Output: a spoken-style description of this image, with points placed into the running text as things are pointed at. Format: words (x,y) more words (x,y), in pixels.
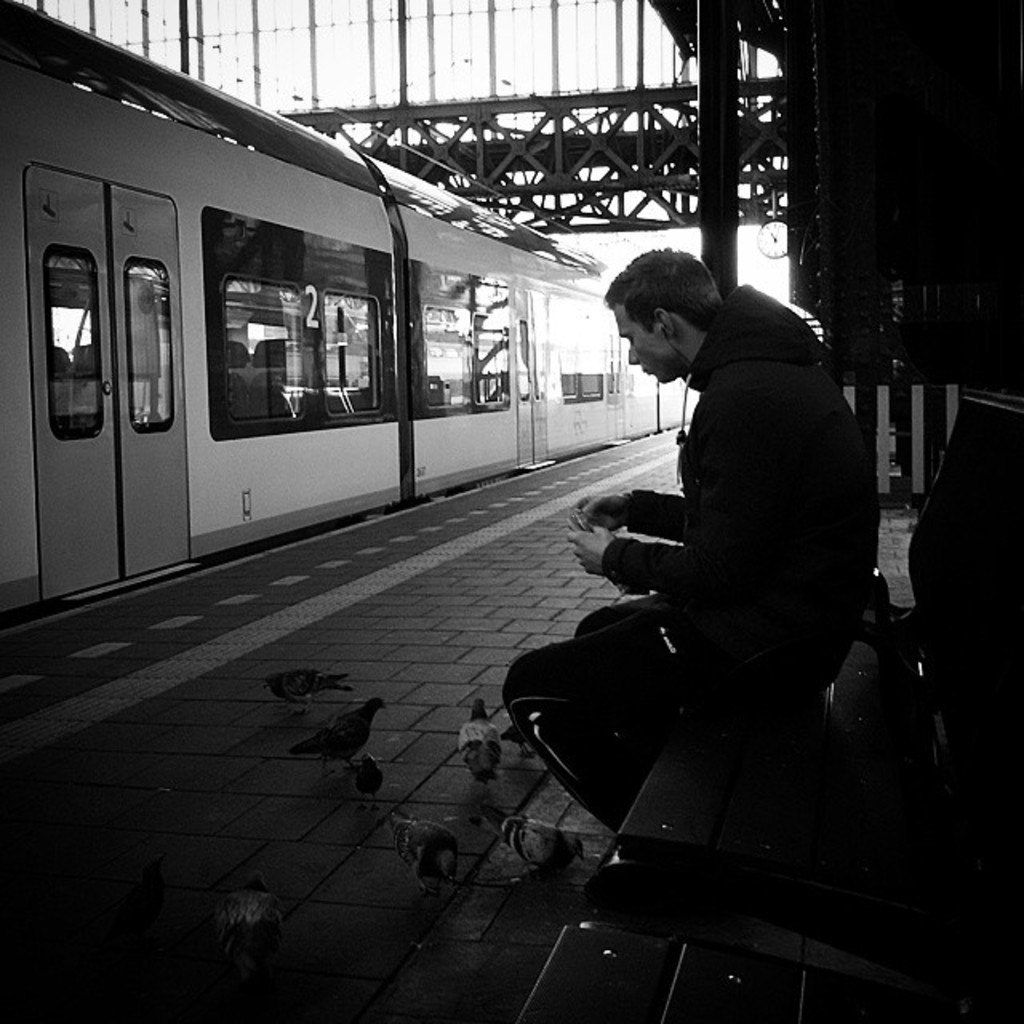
This is a black and white image and here we can see a person (740,494) wearing a coat (734,421) and there are earphones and holding a mobile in his hands (592,549) and sitting on the bench (769,806). In the background (373,305), there is a train (336,285) and we can see a bridge (681,160), a clock (776,237), a pole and there is another bench (577,955). At the bottom (317,847), there are birds (251,893) on the floor (256,851).
